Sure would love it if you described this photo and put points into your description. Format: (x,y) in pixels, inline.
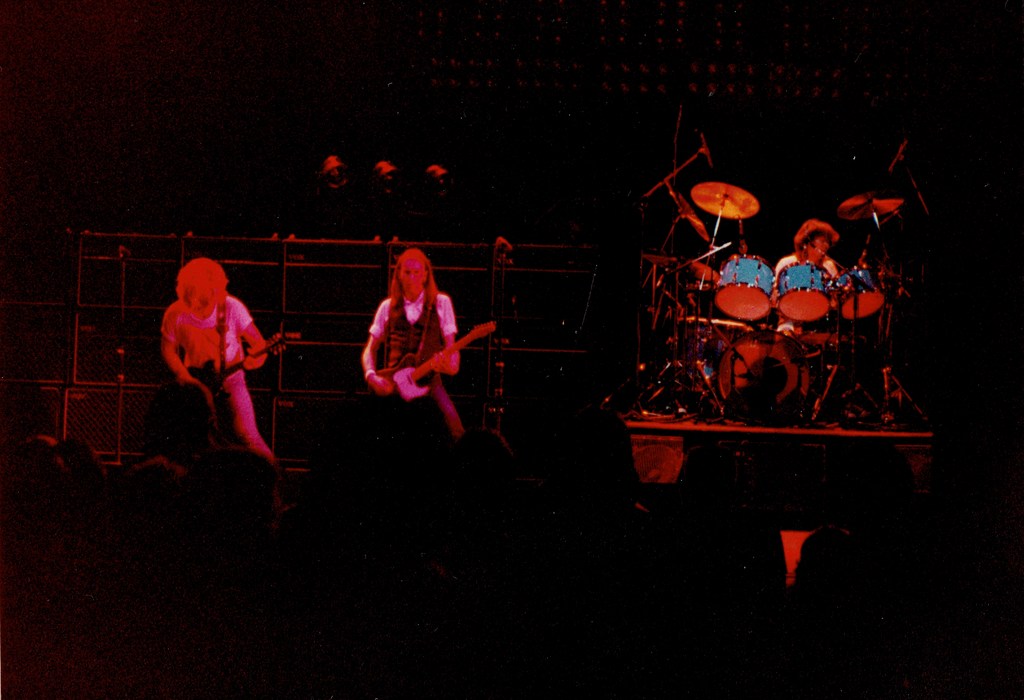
In this picture we can see people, here we can see musical instruments (757,351) and in the background (679,240) we can see it is dark.
